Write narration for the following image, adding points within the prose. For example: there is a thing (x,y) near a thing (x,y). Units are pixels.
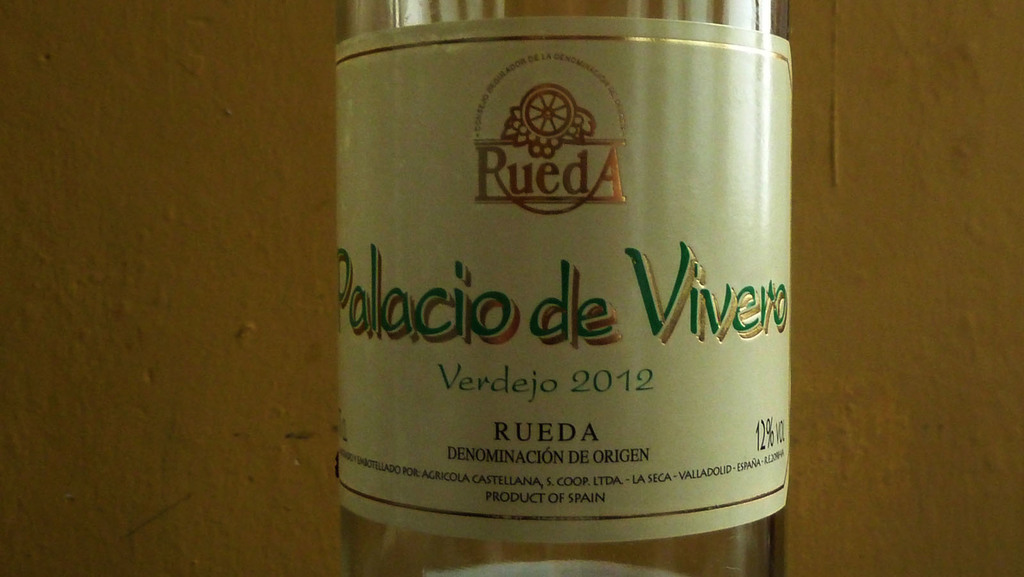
In this image there is a glass bottle (512,306) on which there is a label (689,145).
